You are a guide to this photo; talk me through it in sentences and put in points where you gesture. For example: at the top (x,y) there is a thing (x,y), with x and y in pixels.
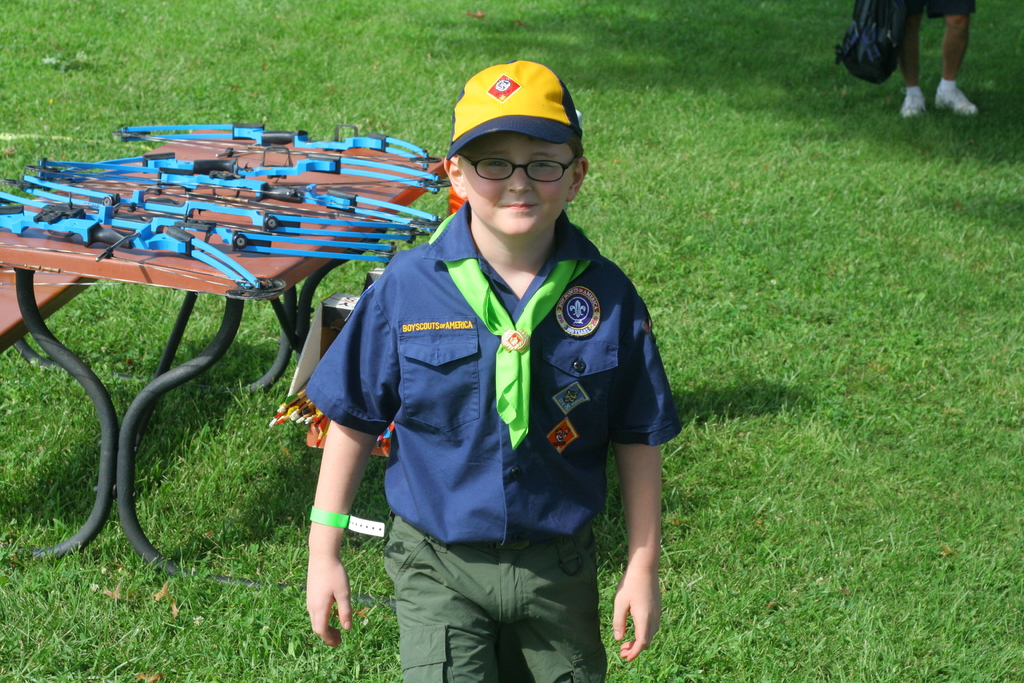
this picture shows a boy (636,322) standing and he wore a cap (457,151) on his head (469,153) and spectacles (493,166) on his face (567,159) and we see green grass (952,395) and few bows (169,217) on the bench (93,252).
